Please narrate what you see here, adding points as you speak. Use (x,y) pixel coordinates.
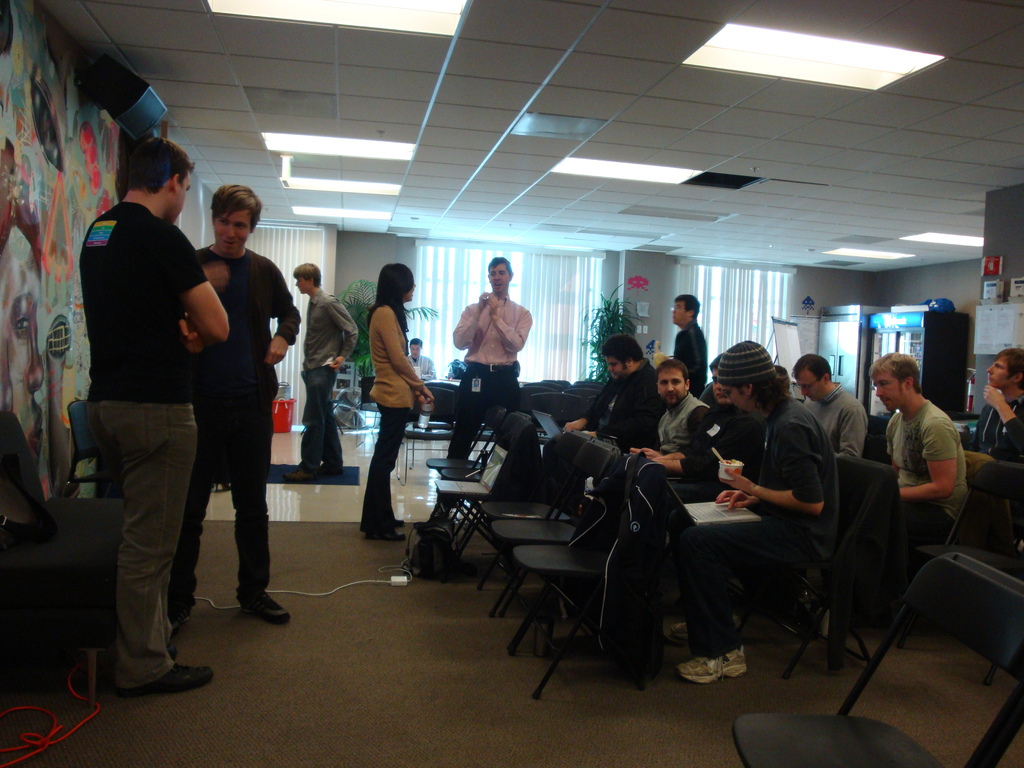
There are group of people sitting on the chair (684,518) and few (123,293) standing on the floor (310,566). In the background (718,311) we can see cupboards (871,357), curtain (727,321), water plant (605,327), window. On the ceiling (459,111) there are lights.
